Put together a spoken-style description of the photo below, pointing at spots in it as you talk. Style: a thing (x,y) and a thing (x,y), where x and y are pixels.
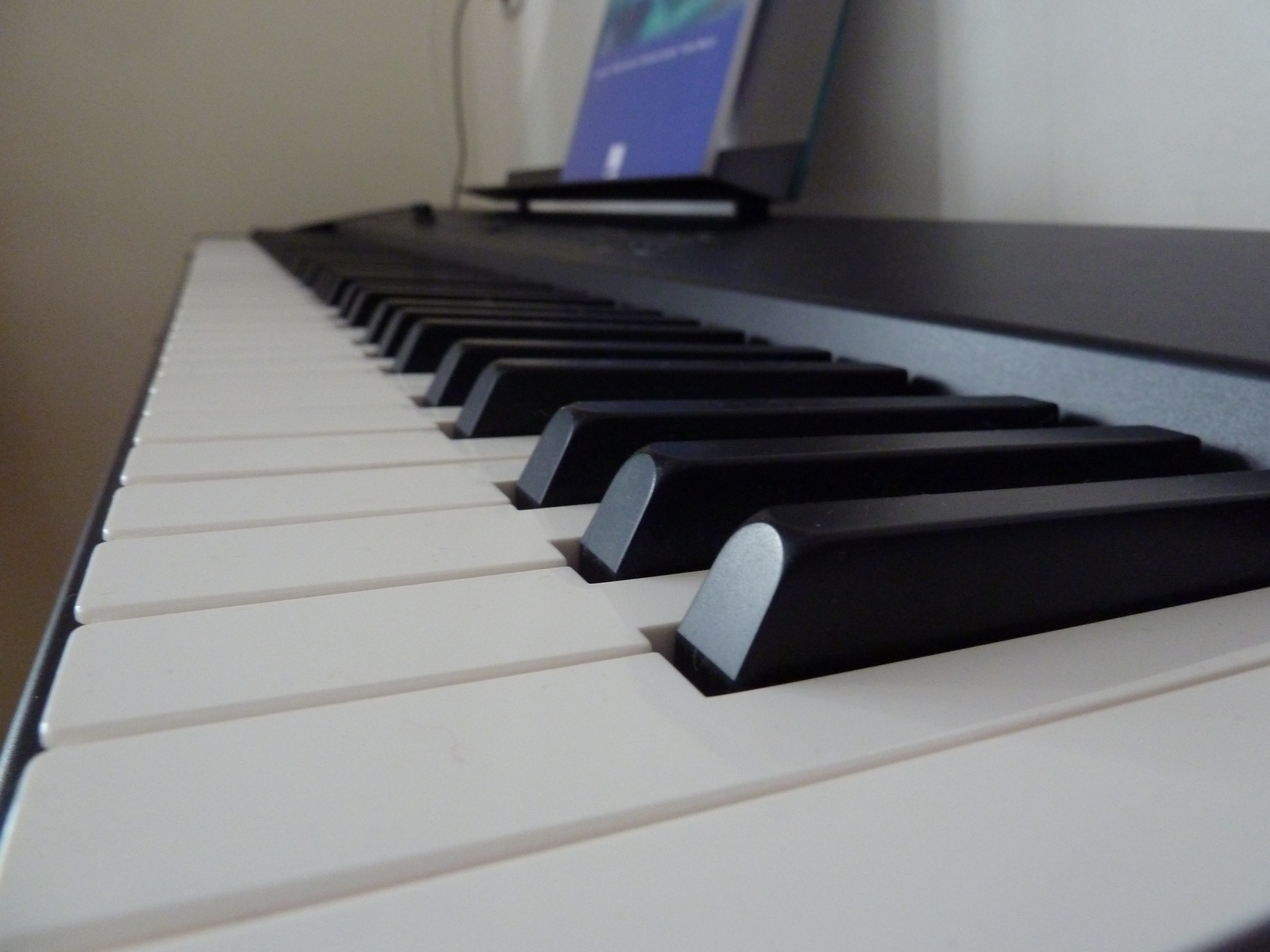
On the background (439,85) we can see a wall paint (528,103) with white colour. Here we can see a musical instrument (445,657) called piano (294,614) which is black and white in colour.
